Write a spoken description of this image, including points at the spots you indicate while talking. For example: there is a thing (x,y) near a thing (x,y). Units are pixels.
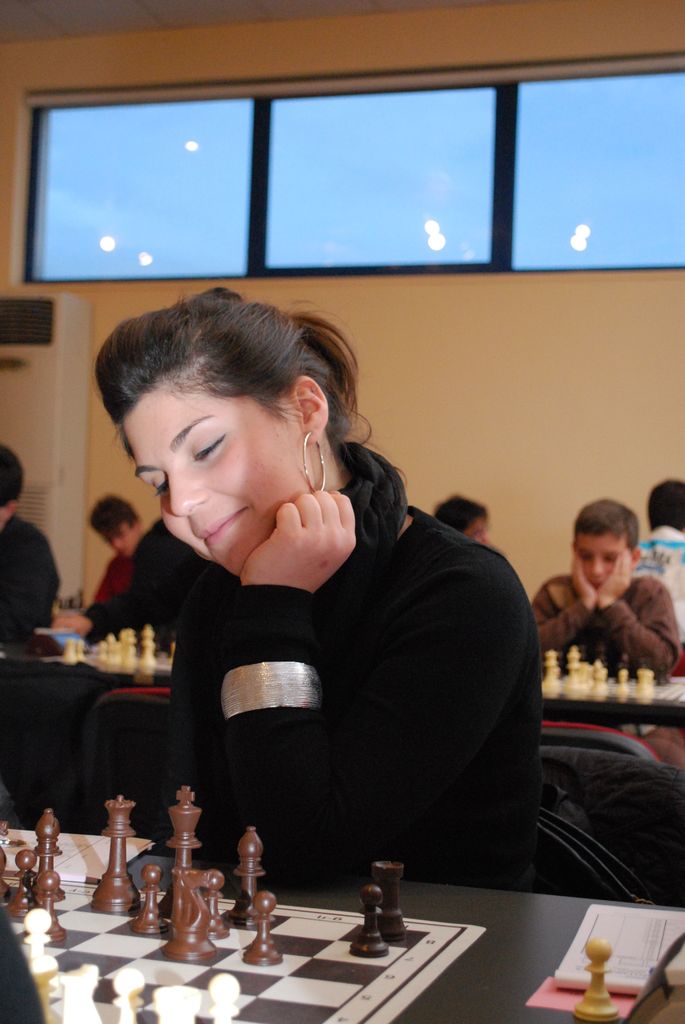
In this image we can see a woman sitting on a chair (574,823) and she is smiling. This is a table (486,965) where a chess board (411,965) is kept on it. In the background (611,573) we can see a few people (619,579) who are playing a chess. Here we can see a glass window (452,177).
